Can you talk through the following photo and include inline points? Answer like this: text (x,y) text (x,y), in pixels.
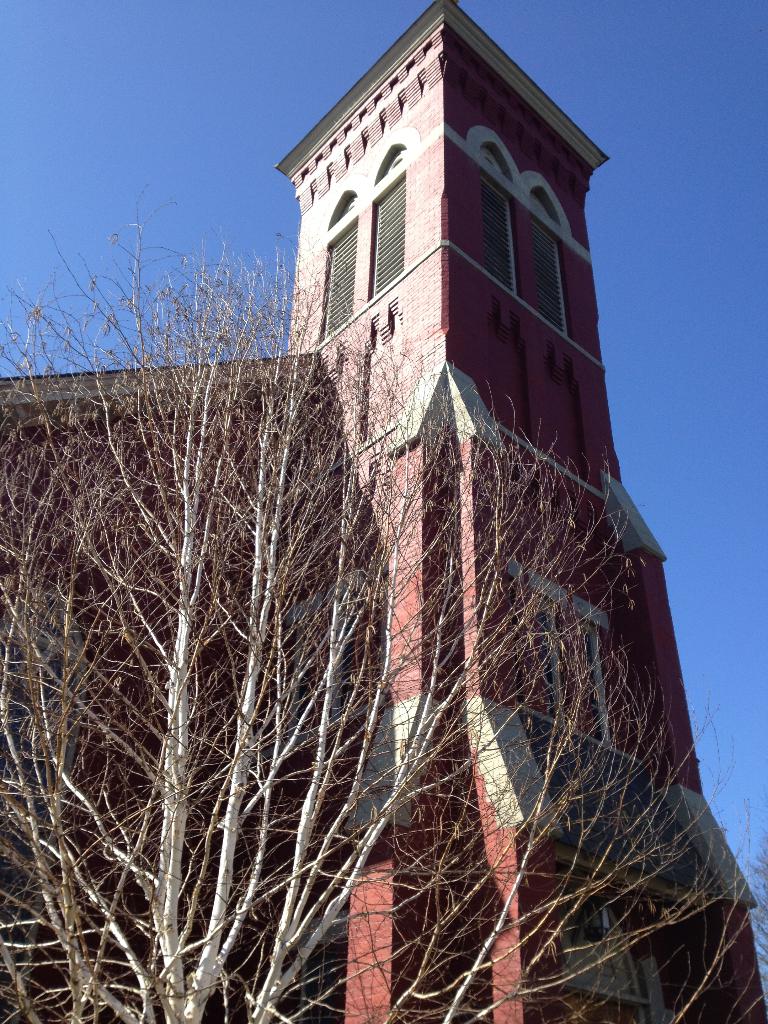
In this image there is a tree (178,708), behind the tree (271,580) there is a building (356,665).
